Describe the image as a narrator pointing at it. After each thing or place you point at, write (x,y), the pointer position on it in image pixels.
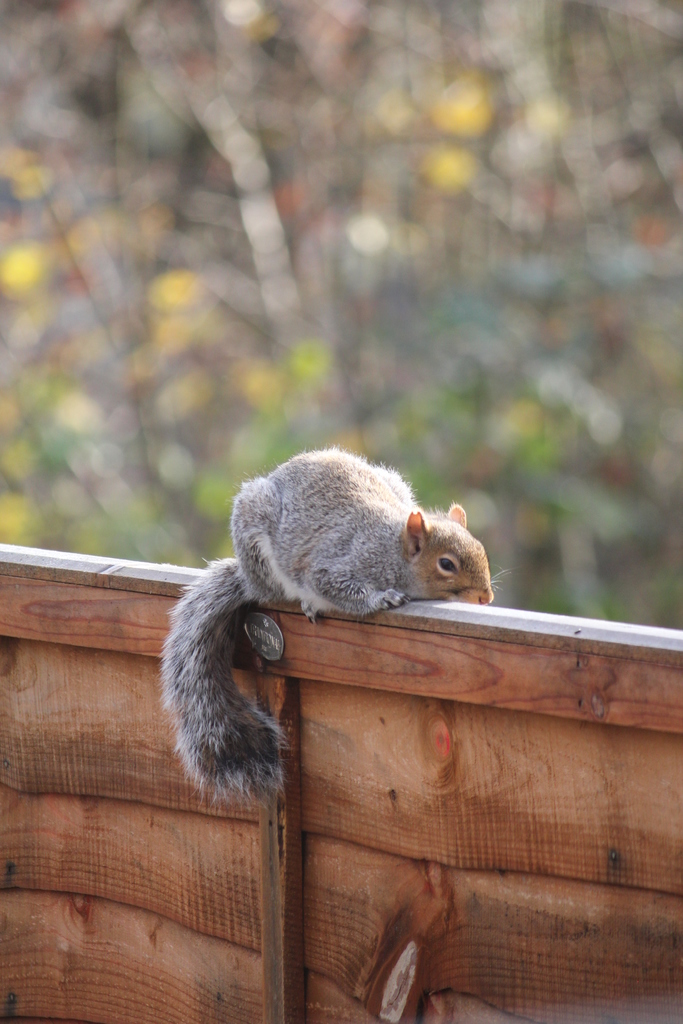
In this image I can see a squirrel (334,541) which is white, ash and brown in color is on the wooden wall (405,740). In the background (527,423) I can see few trees (489,362) which are blurred.
